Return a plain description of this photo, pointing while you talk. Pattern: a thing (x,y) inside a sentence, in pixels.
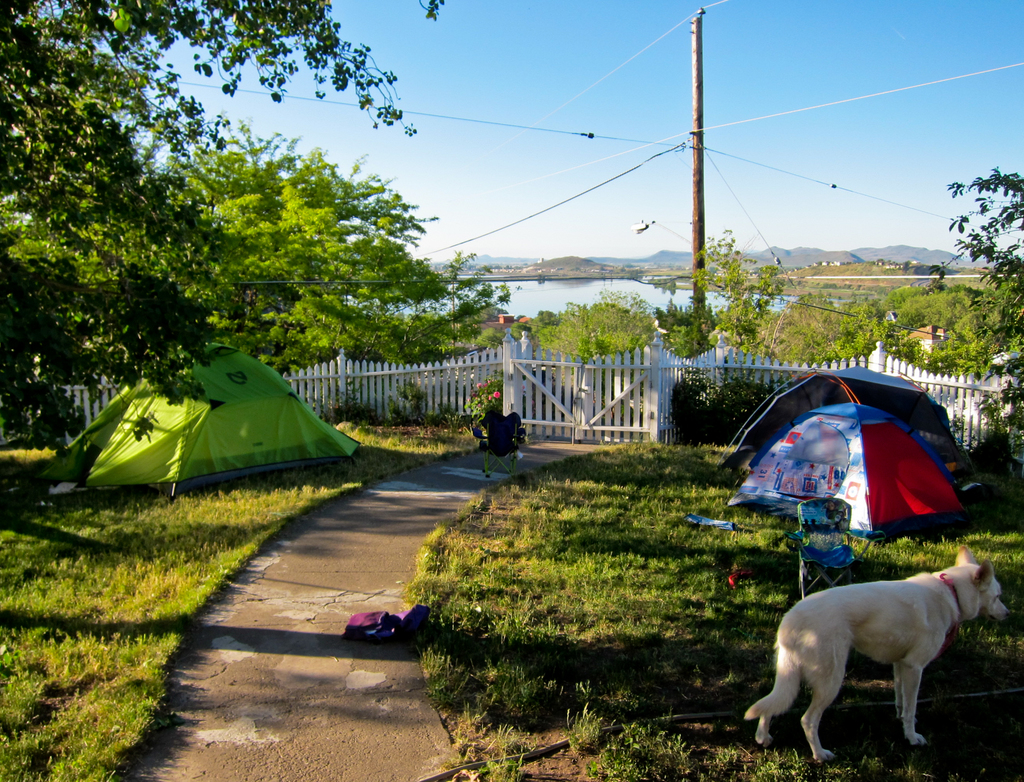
In the picture I can see a way (340,577) and there is a greenery ground (416,600) and few tent houses (257,416) on either sides of it and there is a dog (937,631) standing in the right corner (945,610) and there is a white fence (534,420), few trees (467,306), water (503,283) and a pole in the background (524,292).
